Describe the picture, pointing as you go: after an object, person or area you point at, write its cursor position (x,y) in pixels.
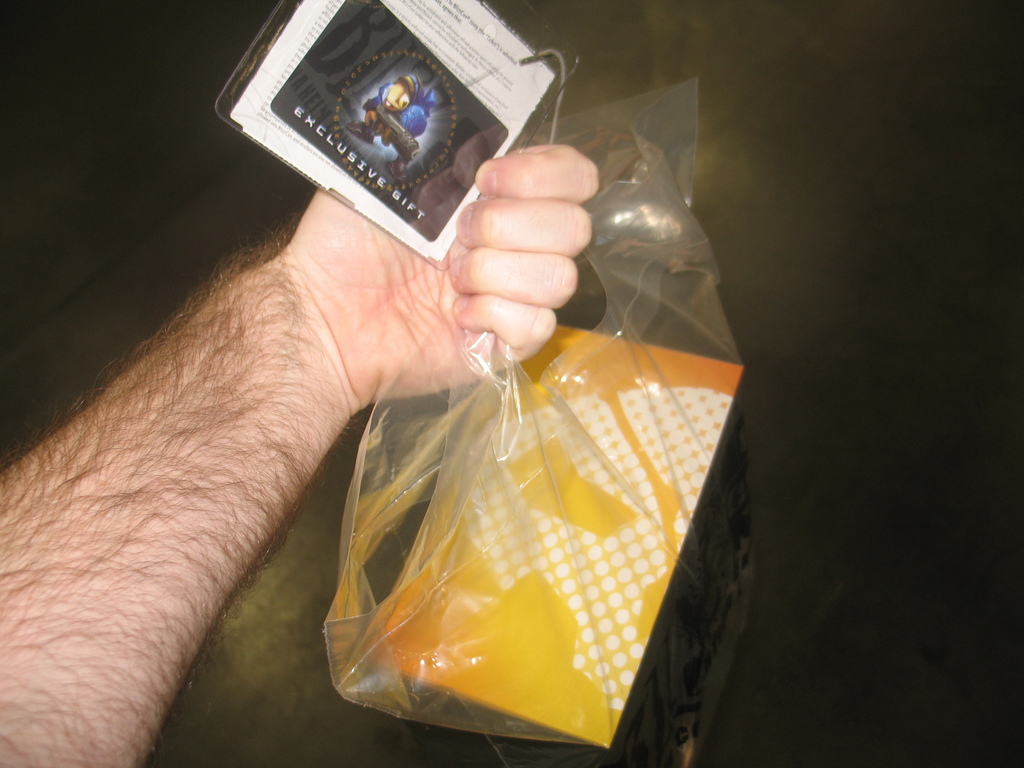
In this image a person's hand (331,320) is visible. He is holding a cover (466,556) and a card (334,130). In the cover (509,580) there is an object (514,650). Background (50,110) there is a floor (37,14).
